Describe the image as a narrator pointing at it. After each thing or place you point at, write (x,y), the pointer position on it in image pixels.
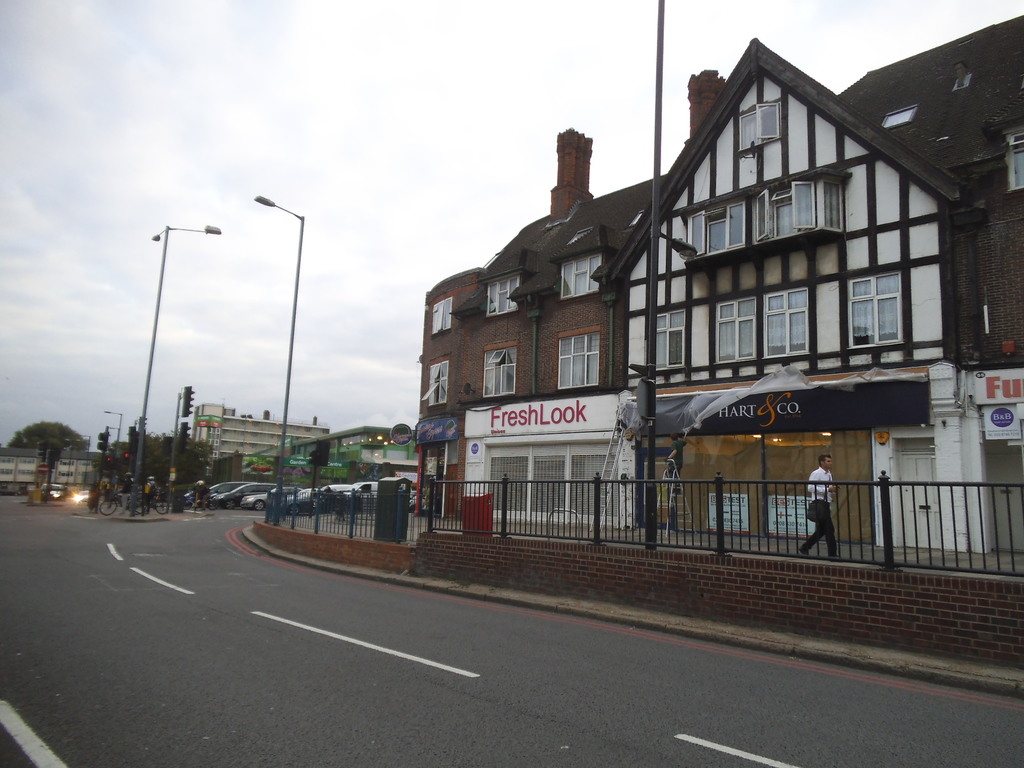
In this picture we can see a person (811,488) is walking on the path (897,551) and on the left side of the person (819,473) there is iron fence (884,534). Behind the person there are poles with lights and traffic signals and some people (125,492) with their bicycles (153,506) and behind the people (202,484) there are some vehicles (331,485), buildings (799,447), trees (159,465) and a sky (225,192).
